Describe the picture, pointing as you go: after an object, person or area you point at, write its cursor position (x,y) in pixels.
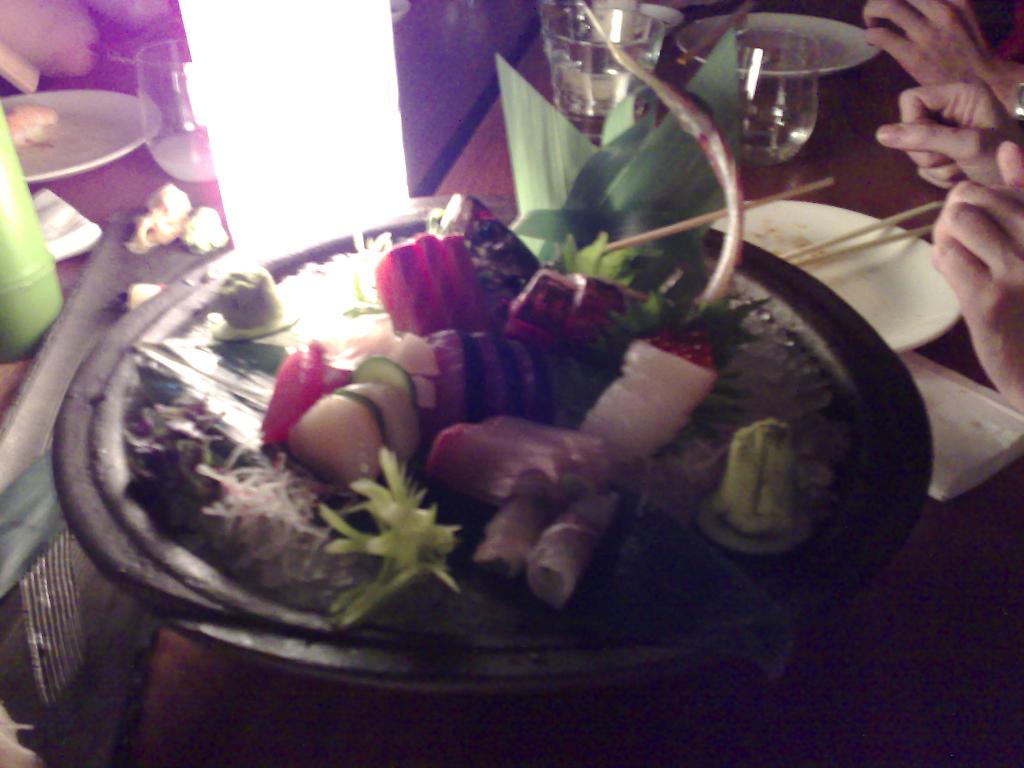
In this image we can see some food item (264,427) which is in a bowl (136,508), there are some plates (921,298), glasses (600,57) on table (877,166) and we can also see some persons hands (938,61) on table (902,170) and in the background of the image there is a wall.
